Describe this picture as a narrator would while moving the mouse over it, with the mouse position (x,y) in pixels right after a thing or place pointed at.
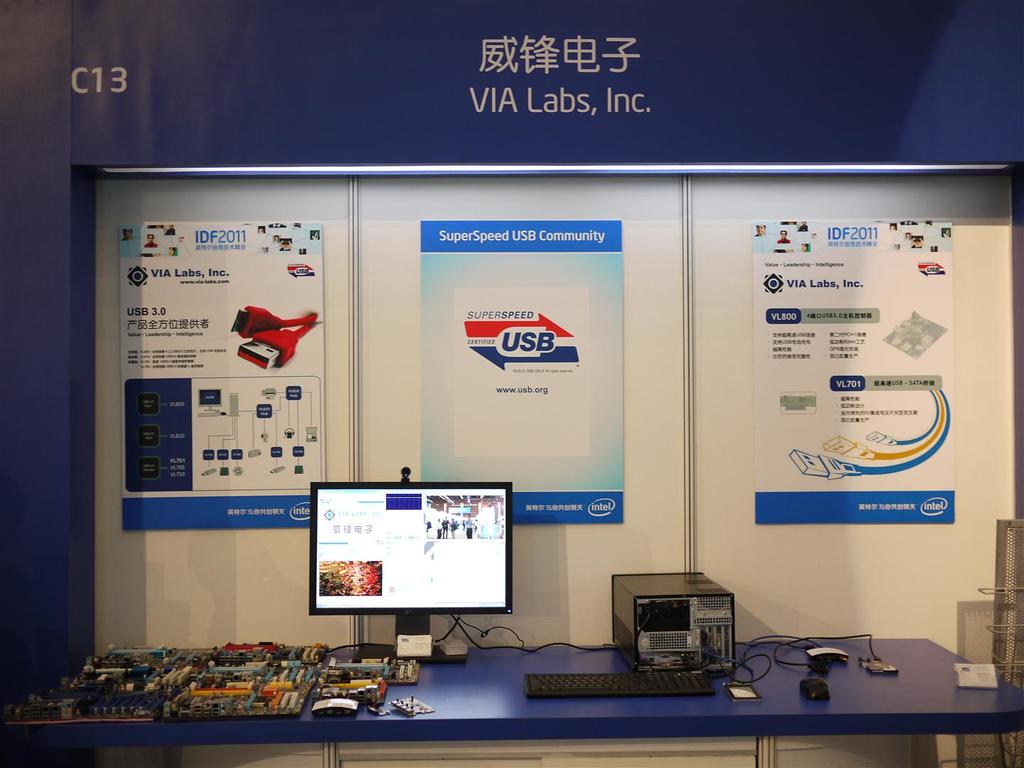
In this image I can see in the middle (485,506) there is a computer monitor (449,542). On the right side (822,684) there is a keyboard (545,677), mouse (822,684) and there are charts (597,362) that are attached to this wall (362,632). On the left side (234,684) there is a motherboard (204,666).
